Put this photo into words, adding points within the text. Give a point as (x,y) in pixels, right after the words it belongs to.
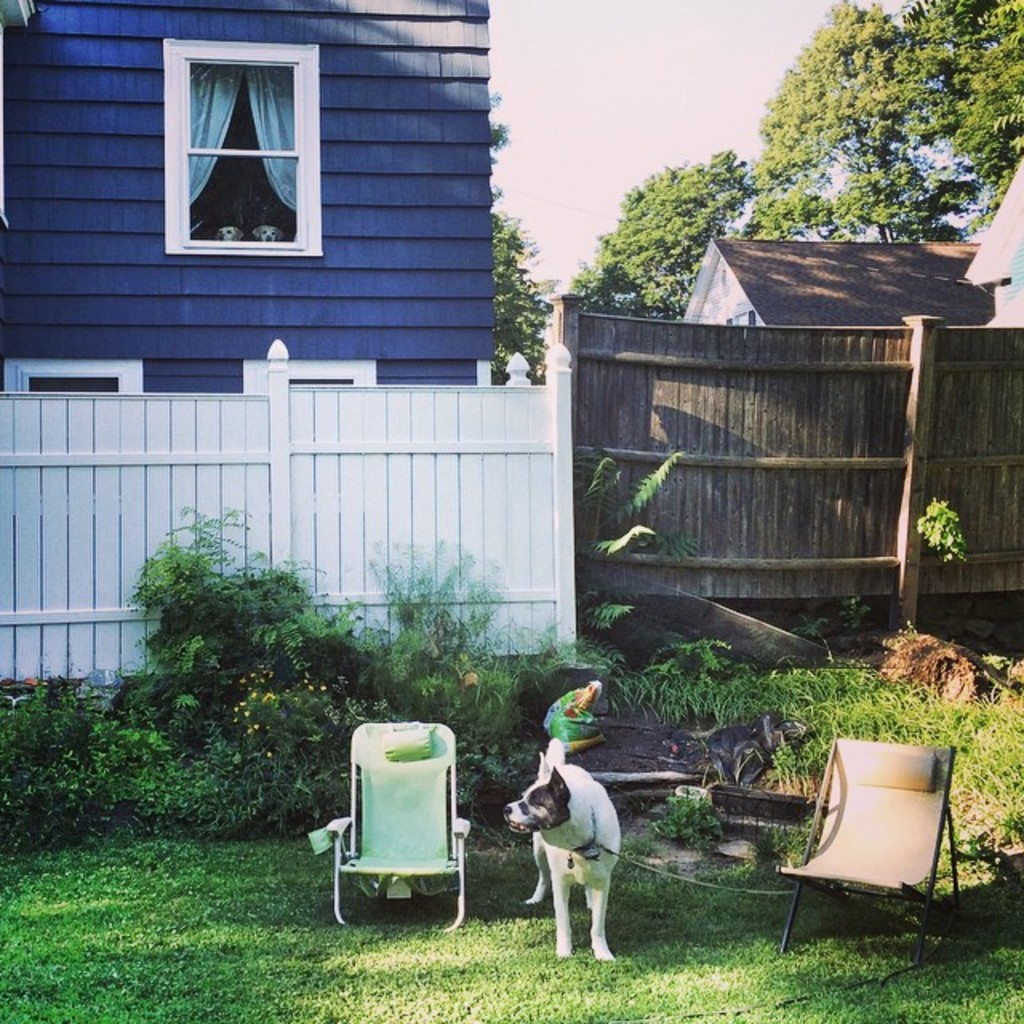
In this image there is a grassland (770,977), on that land (900,917) there are two chairs (374,849) and a dog (613,836) is tied to a chair (807,874), in the background (665,526) there are plants (400,629) and wooden fencing (600,389) and there are houses (256,251), trees (769,185) and the sky (649,66).
